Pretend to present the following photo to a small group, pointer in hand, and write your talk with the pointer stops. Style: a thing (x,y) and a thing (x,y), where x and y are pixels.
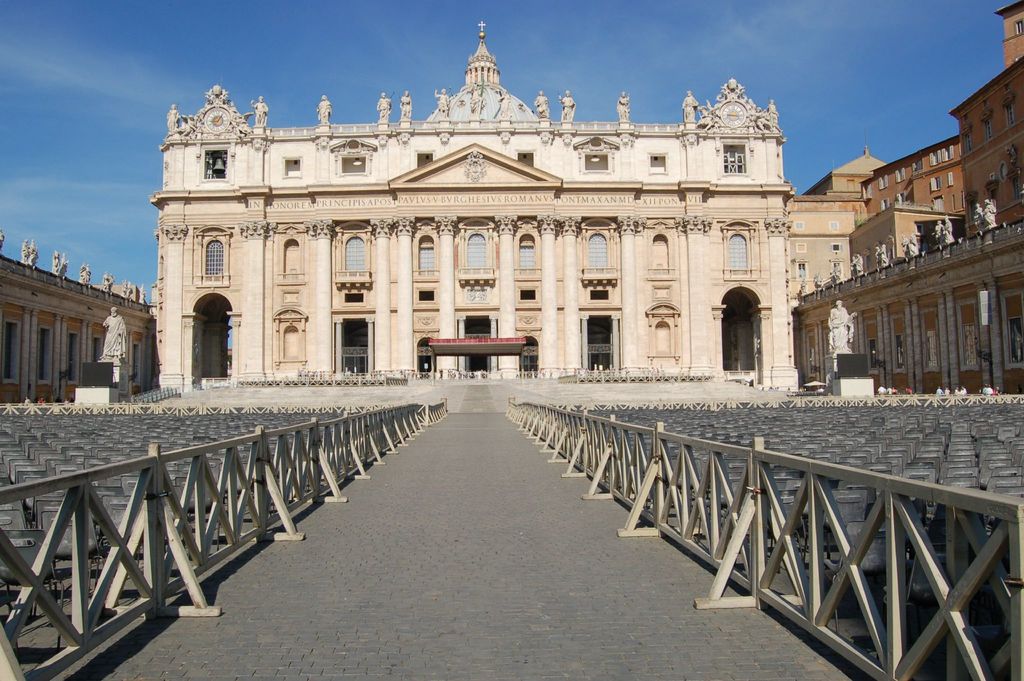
At the bottom of the image (396,481) in the middle (451,413) there is a path (475,470). On the left (127,430) and right corners of the image there are seats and also there is fencing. In the background (918,245) there are statues (882,258). And also there is a building (683,288) with walls (693,204), windows (735,266), arches (217,314), pillars (918,374), statues (263,119) and some other things (181,131). At the top of the image (319,34) there is sky (192,27).
